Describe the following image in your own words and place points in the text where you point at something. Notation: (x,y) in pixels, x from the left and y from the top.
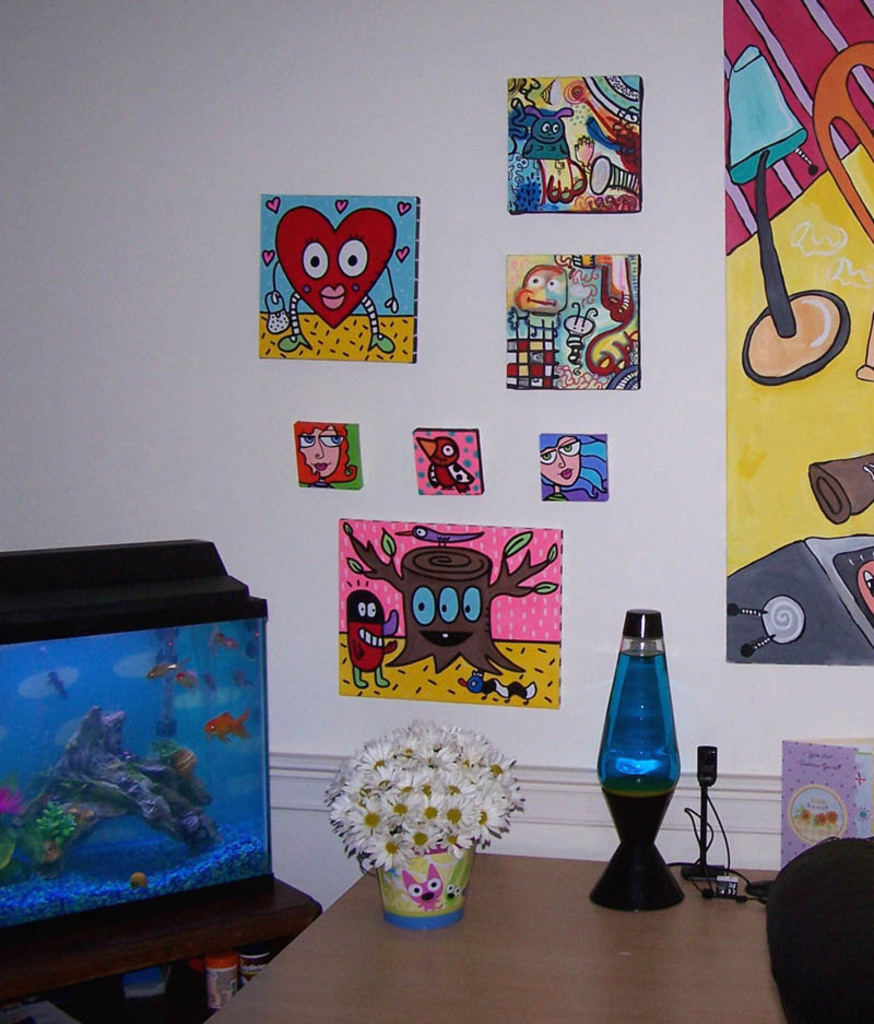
In this image there is a fish aquarium (158,763) on the wooden surface (169,919). There are two bottles (242,962) placed on the wooden rack (176,999). Image also consists of flower vase (416,818), web cam (695,865), greeting book (795,819) and a black color object (629,798) with liquid (629,732) and these items (614,895) are placed on the wooden table (596,951). In the background (367,301) there are cartoon posters (545,323) attached to the plain white wall (346,493).
